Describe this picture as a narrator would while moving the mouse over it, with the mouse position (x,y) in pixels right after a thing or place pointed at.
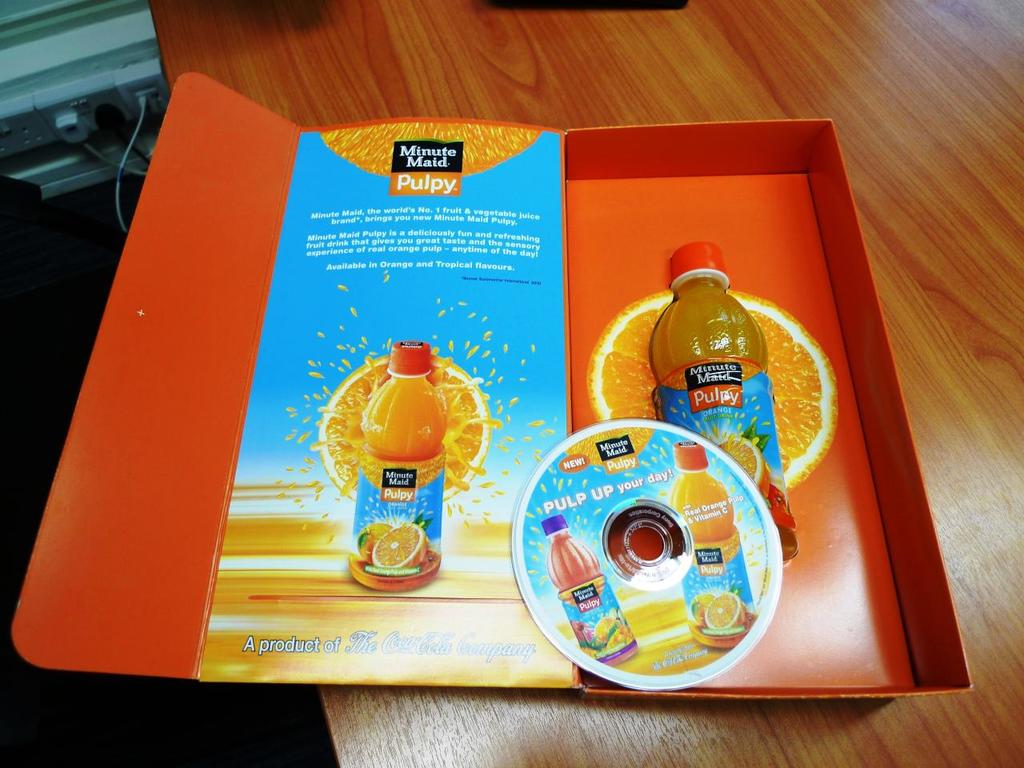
This is the picture of the table (338,85) where we have a minute maid pulpy juice (693,342) in the box (621,369).
